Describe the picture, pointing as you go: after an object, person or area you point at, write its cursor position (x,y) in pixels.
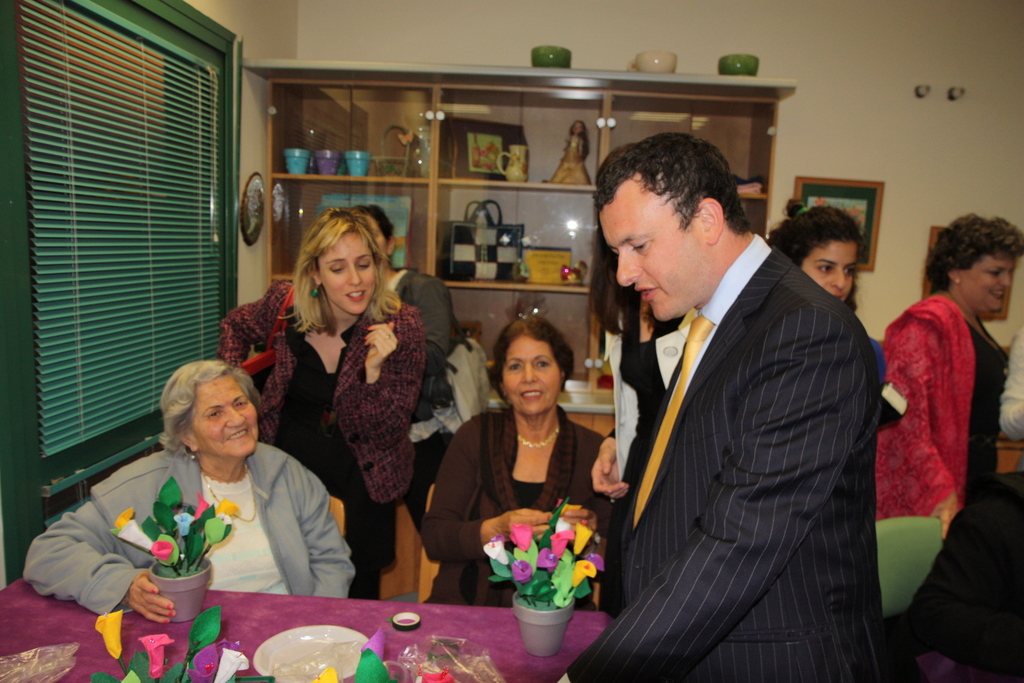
In this image there is a table (392,652) at the bottom (526,666). There is a window blind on the left corner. There are flower vases (215,647) and plates (271,674) placed on the table (235,592), there are chairs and people (603,493) in the foreground (159,492). There are people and frames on the wall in the right corner (934,410). There is a cupboard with objects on it and there is a wall (783,171) in the background (790,182).
